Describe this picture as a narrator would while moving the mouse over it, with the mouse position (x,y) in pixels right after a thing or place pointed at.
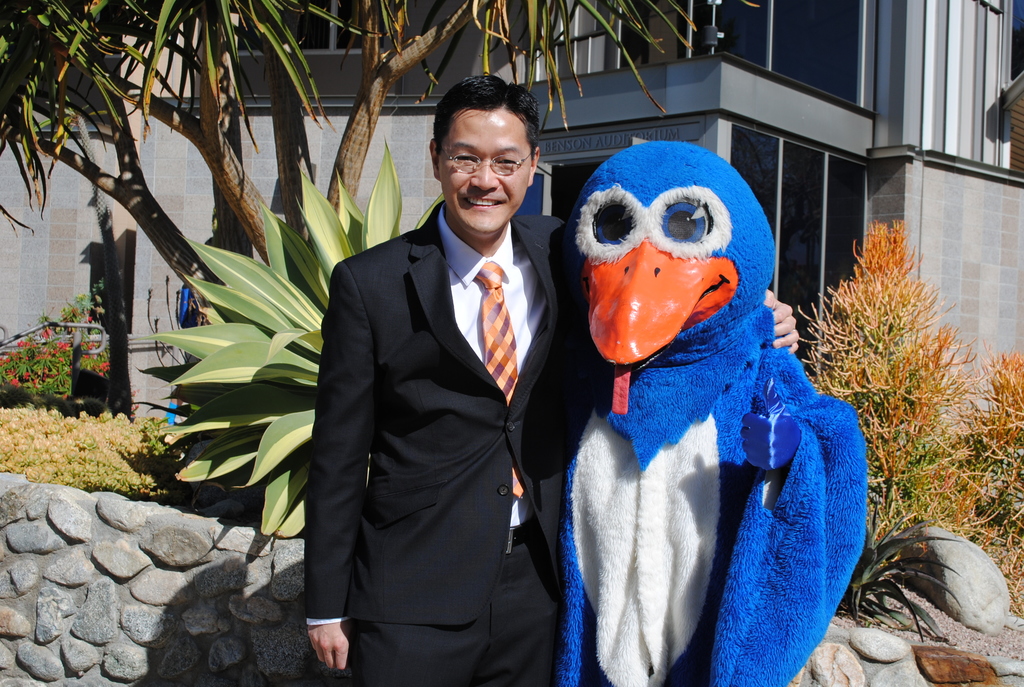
In the center of the image (376,245) there is a person (478,105) wearing black color suit (449,385). There is a depiction of a bird (591,407) beside him. In the background of the image (650,103) there is a building (635,101). There is a tree (25,44). There are plants (168,450).
